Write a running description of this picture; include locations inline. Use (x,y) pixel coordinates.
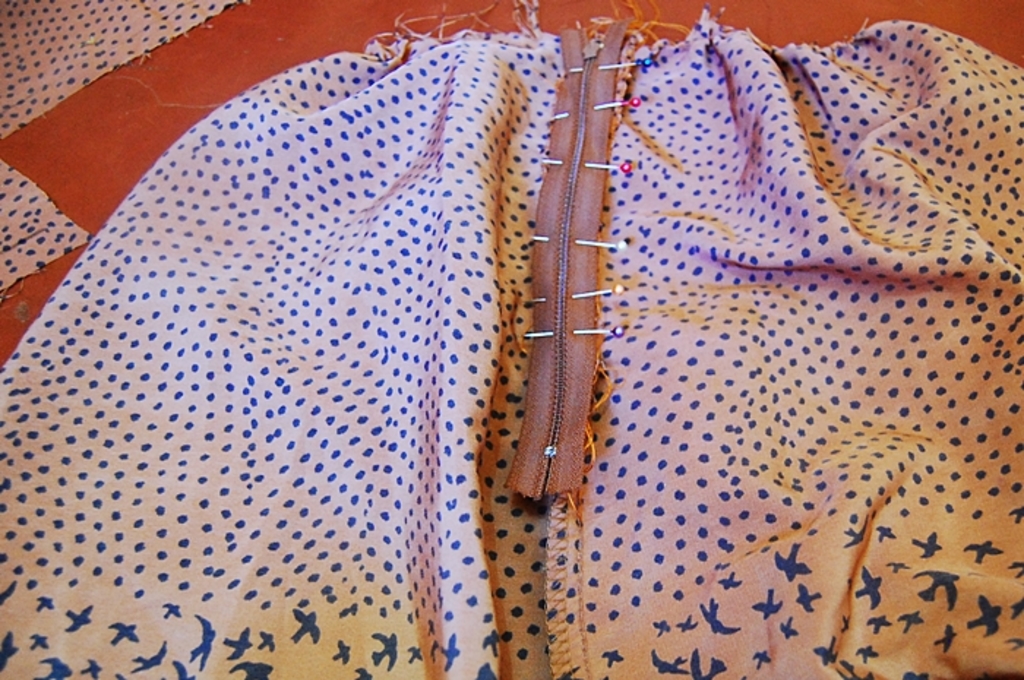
In this picture we can see clothes (8,237), zip (578,59), needles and these are placed on a platform (861,11).
